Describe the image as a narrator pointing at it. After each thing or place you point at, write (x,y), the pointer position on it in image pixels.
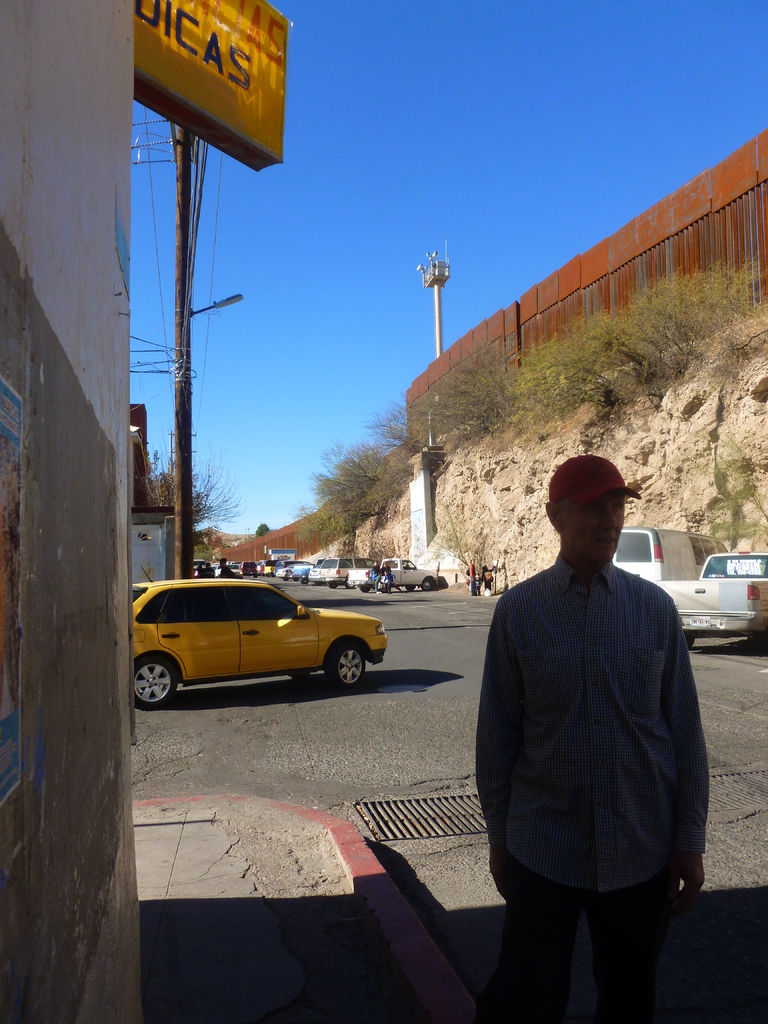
In this image in front (600,634) there is a person (531,679). On the left side of the image (36,415) there are buildings (38,685). There is a board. There is a street light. On the right side of the image (516,330) there is a metal fence (476,343). There are plants (441,410). There are cars (195,657) on the road (252,683). In the background of the image (336,308) there is sky (413,192).
